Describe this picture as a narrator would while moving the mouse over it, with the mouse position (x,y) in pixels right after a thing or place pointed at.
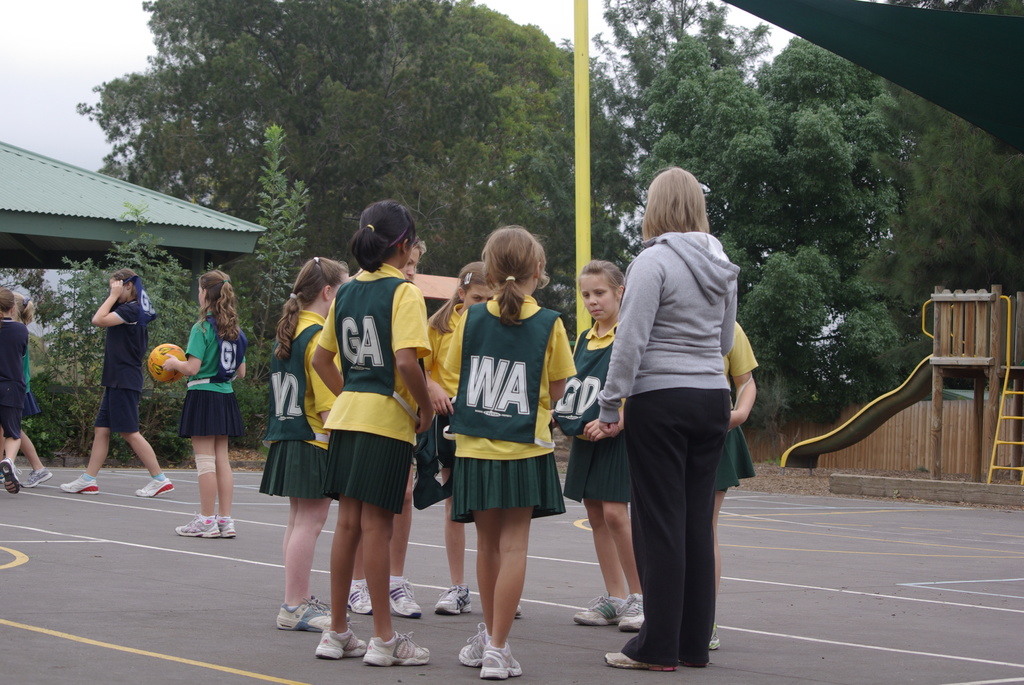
In this image we can see girls (289,367) and a woman (635,329) on the playground (1009,632). In the background (928,246), we can see a pole (589,137), trees (569,158) and the sky (74,78). We can see a slide (912,390) on the right side of the image (875,416). There is a shelter (15,236) on the left side of the image (15,236). We can see one more shelter (941,56) in the right top of the image (957,41).
